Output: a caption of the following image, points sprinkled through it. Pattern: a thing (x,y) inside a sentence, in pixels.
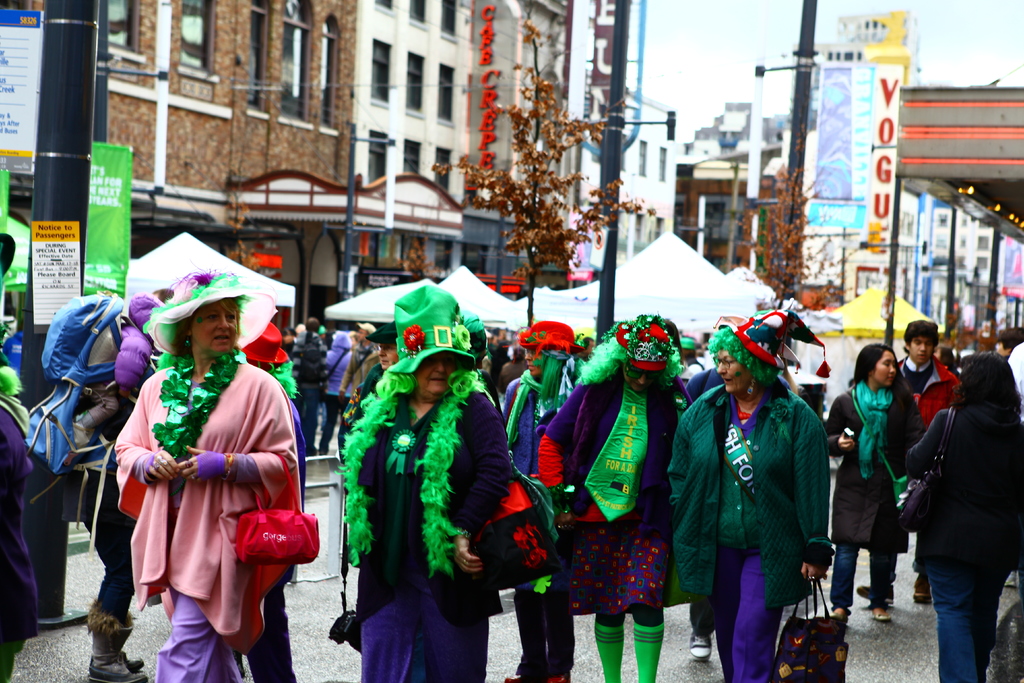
In this picture, we see a crowd of people (523,415) are walking on the road (321,567). They are wearing some costumes (727,610) and they are wearing hats (395,332) on their heads (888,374). On the right side (934,114), we see the poles (946,263) and a shed (968,152) under which people (954,388) are walking. In the middle of the picture (569,289), we see a pole (629,14) and tents (391,308) in white and yellow color. On the left side (59,14), we see a pole (70,215) and banners (102,215) in green color with some text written on it. There are poles (88,214) and buildings (695,189) in the background (695,194). We see boards (601,60) in white and brown color with some text (597,105) written on it.
